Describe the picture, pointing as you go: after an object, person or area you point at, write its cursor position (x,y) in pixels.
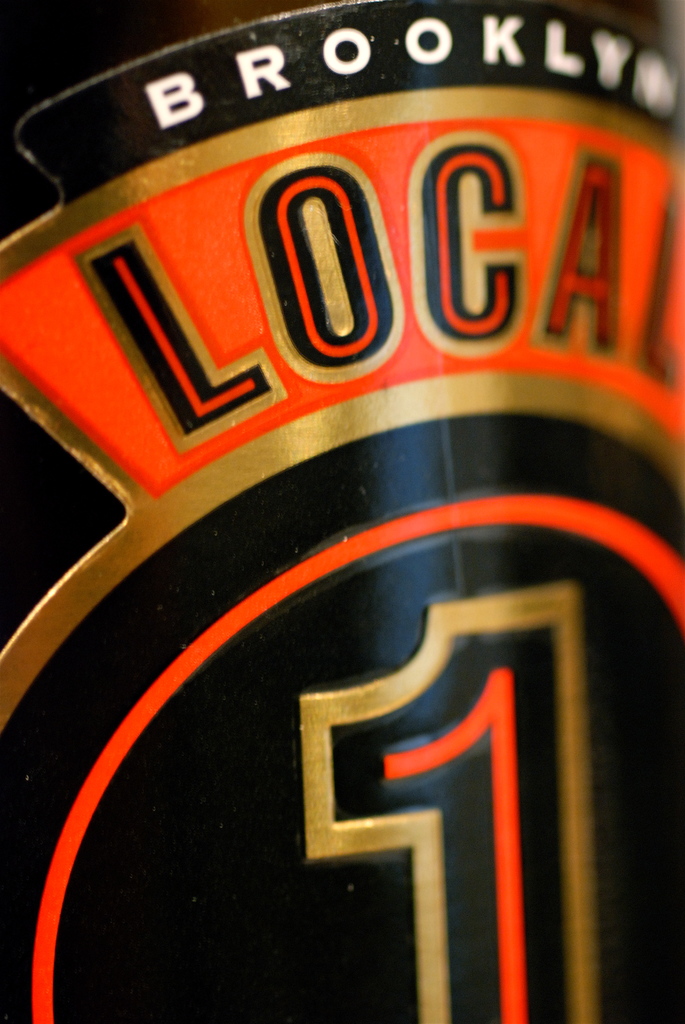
In this picture I can see text (376,288) on the bottle (327,357).
